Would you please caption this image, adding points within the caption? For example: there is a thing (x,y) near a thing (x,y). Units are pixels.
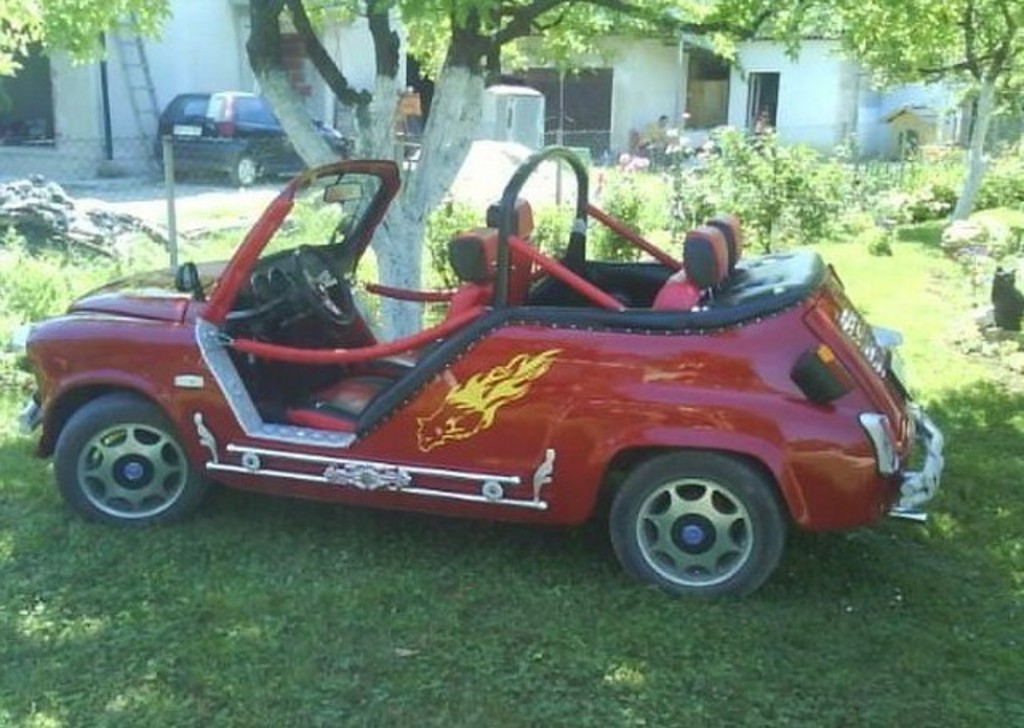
In the center of the image (440,346) we can see a car (559,286). In the background of the image (104,81) we can see the buildings (832,86), trees (402,234), poles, ladder (134,106), mesh (221,154), car (239,115) and a person (656,144). On the right side of the image (1009,309) we can see a cat (1013,297). In the middle of the image (642,253) we can see some plants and rock (79,219). At the bottom of the image (504,641) we can see the ground (458,635).
